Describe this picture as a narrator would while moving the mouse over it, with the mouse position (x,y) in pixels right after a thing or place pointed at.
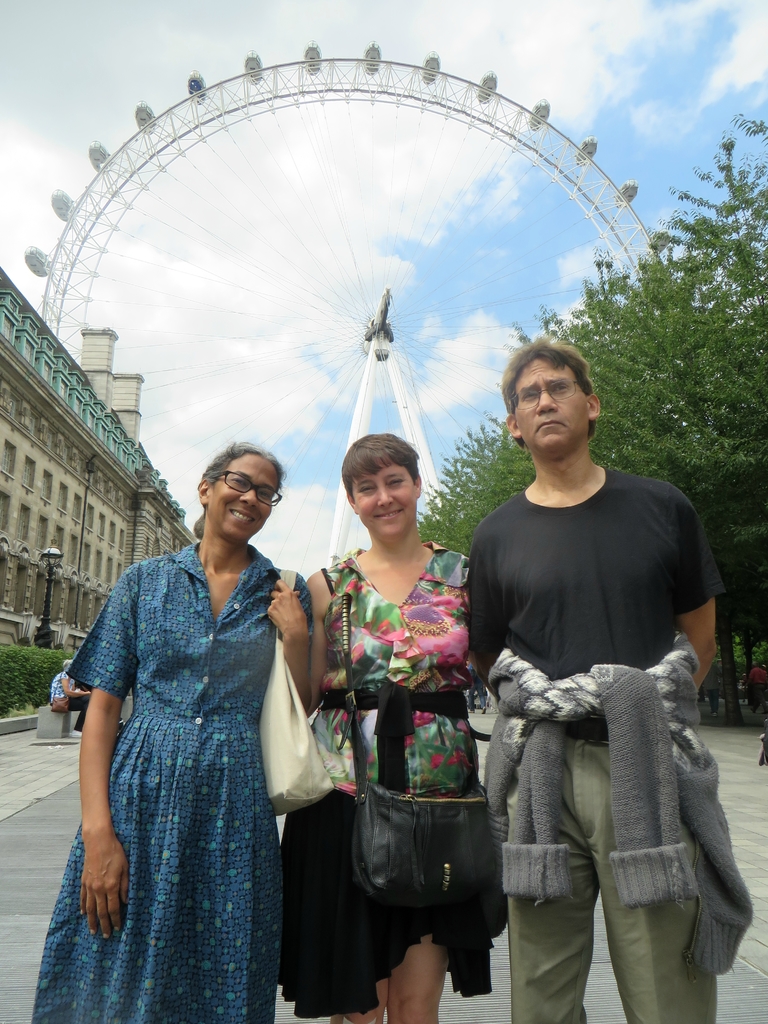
In this picture I can see few people (170,804) are standing and a woman (334,695) wore a handbag (289,726) and I can see building (103,526) and trees (667,342) and looks like a giant wheel (344,310) in the back (500,219) and I can see a blue cloudy sky (356,168) and I can see a pole light (46,635) and few plants (54,670) and a woman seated on the bench (64,717).
